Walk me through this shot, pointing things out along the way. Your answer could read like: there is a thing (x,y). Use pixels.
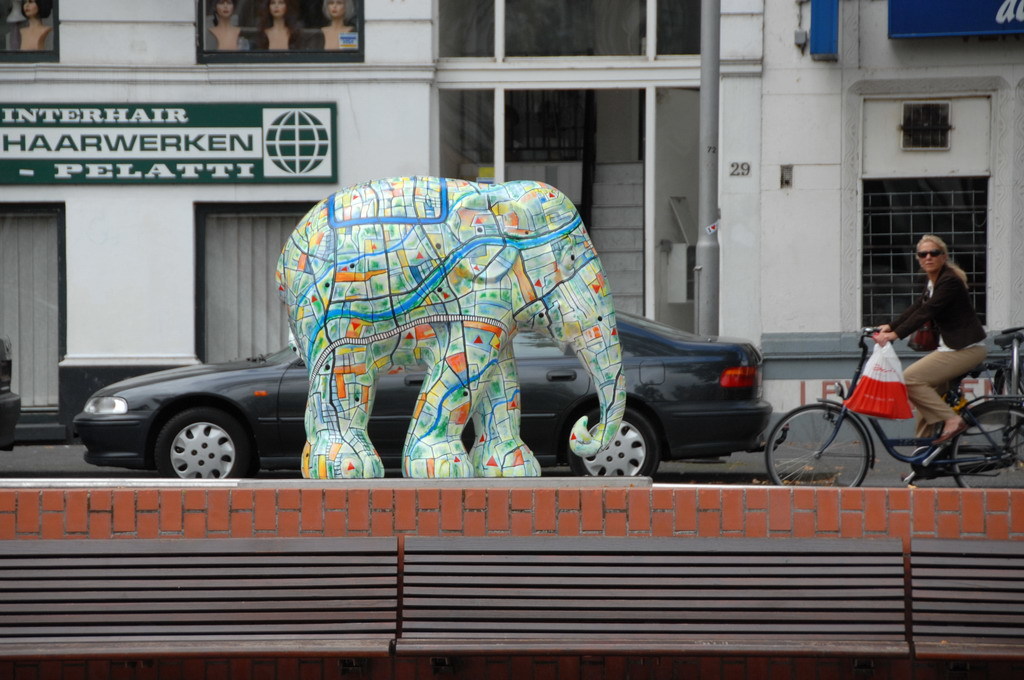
In this picture there is a Elephant statue (430,418) and there is a car (387,425) behind it, also a bicycle (899,458) and a woman (916,400) riding it
